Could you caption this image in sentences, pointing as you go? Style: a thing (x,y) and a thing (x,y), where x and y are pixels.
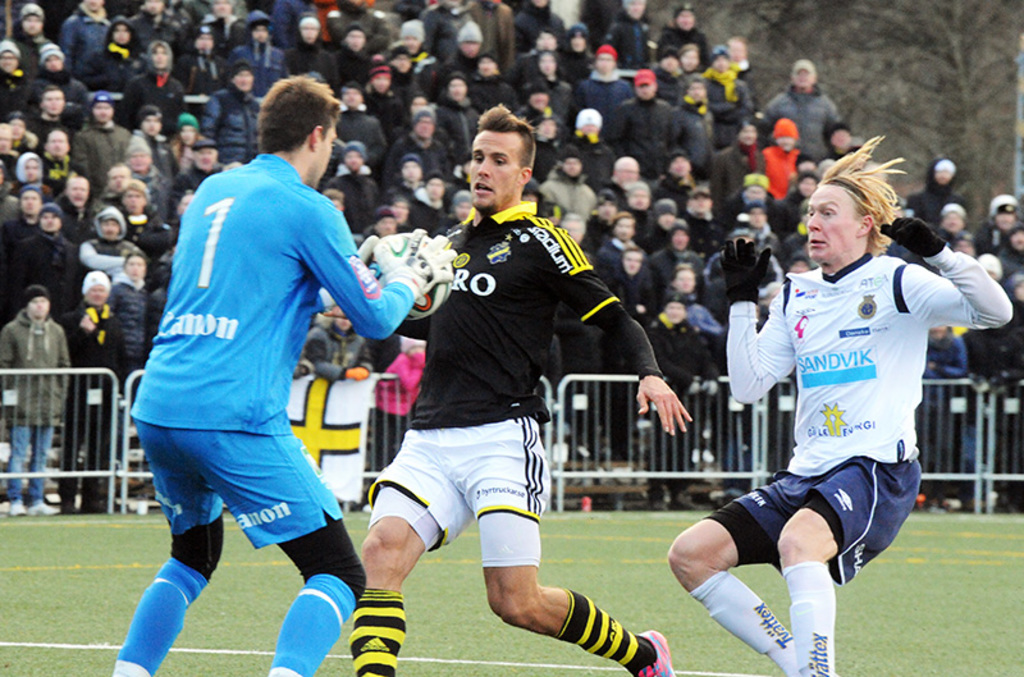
In this image we can see a three players (499,435) playing on the green ground (563,571). There is flag (335,410) which is attached to the fencing (390,388). On the background (92,197) we can clearly see a crowd (699,248) who are standing in a stadium (64,224). On the top right corner (1018,40) there is a tree (932,66).
